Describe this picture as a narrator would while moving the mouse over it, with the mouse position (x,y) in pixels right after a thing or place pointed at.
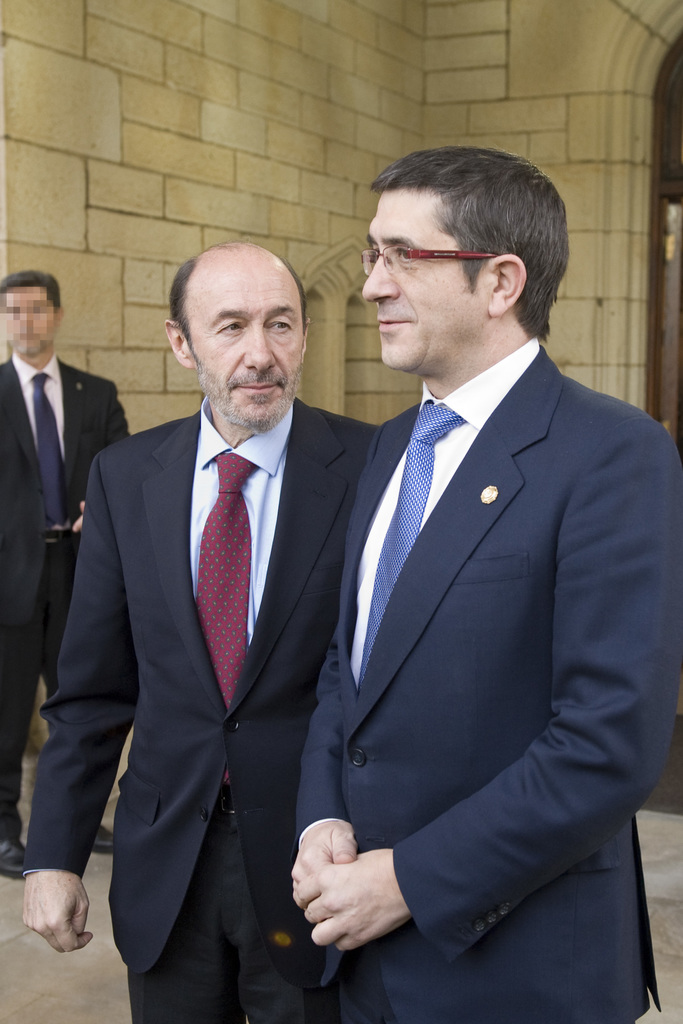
In this picture I can see there are two men (334,764) standing and they are wearing blazers (521,805) and the person (552,504) at right (579,423) has spectacles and there is another person (46,352) standing at left (8,392) and there is a wall (218,95) in the background (222,67).
